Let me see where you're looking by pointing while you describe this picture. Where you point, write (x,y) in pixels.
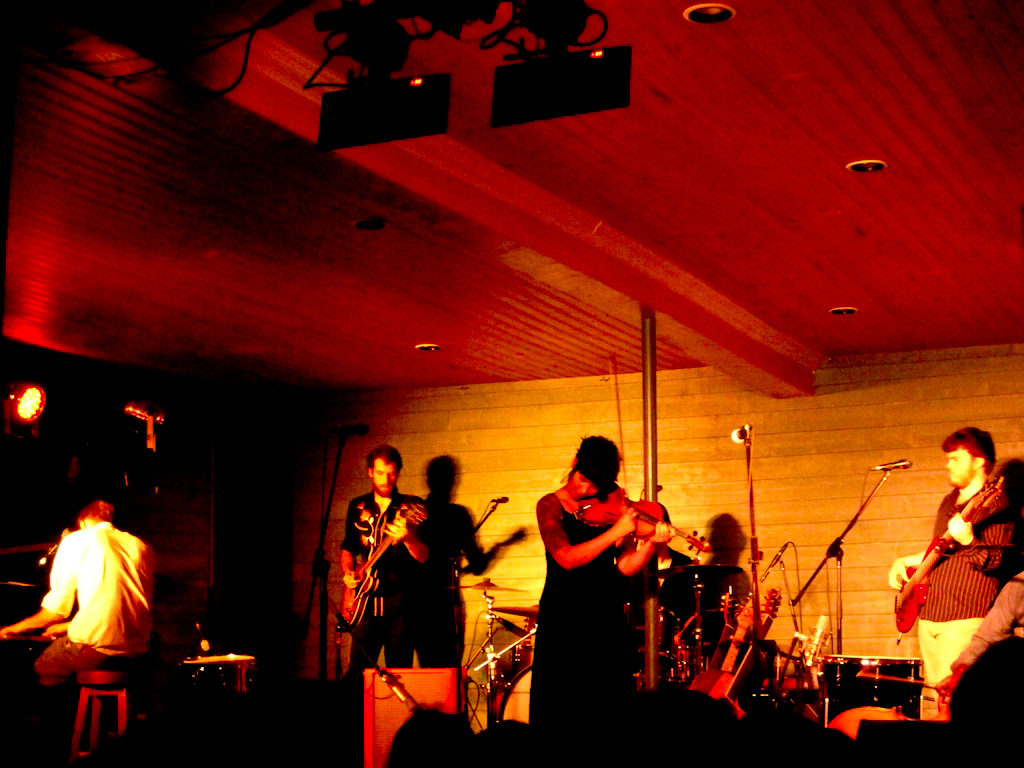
In the middle (608,484) there is a woman (584,578) she is playing violin (648,515). On the right (947,624) there is a man (944,605) he is playing guitar (926,591). On the left (88,527) there is a man (117,629) he is sitting and playing piano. On the left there is a man (377,600) he is playing guitar (362,572). In the background (728,625) there are many musical instruments (729,620), mic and light (17,427). They are giving a stage performance.
